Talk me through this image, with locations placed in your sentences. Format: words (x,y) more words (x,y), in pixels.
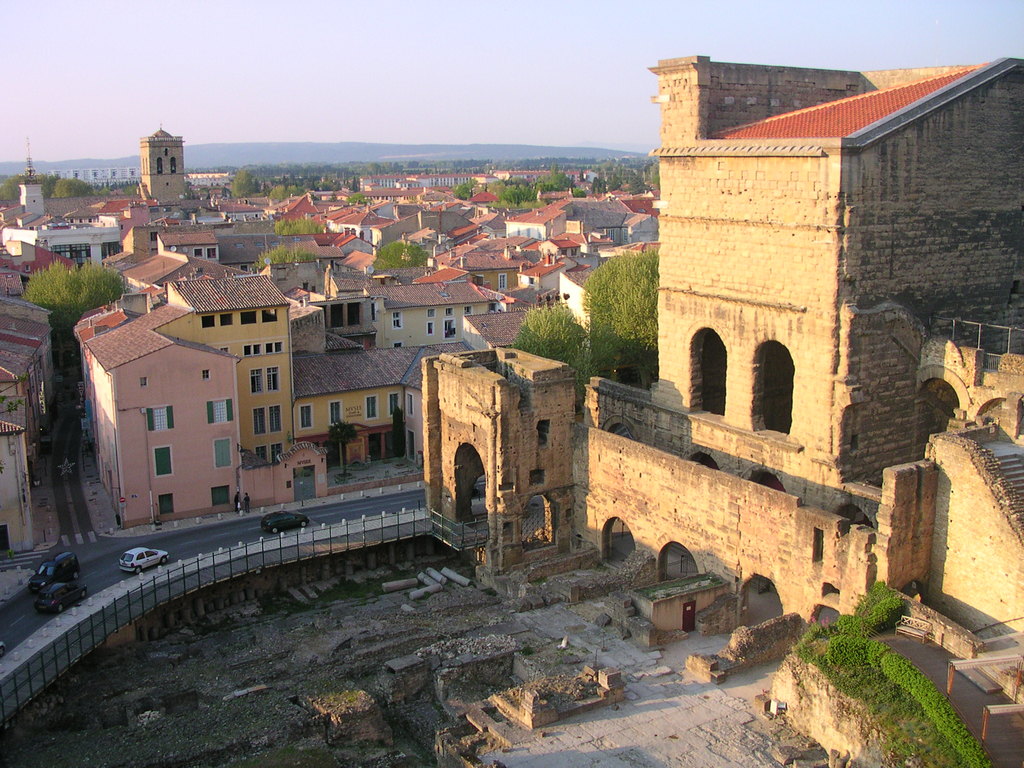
In the foreground of the picture (520,662) there are buildings (552,374), trees (606,338), plants (859,668), railing (93,613), roads (87,526), cars (267,529), people (246,504) and other objects (406,587). In the center of the picture (418,322) there are trees (541,160) and buildings (164,181). In the background (322,156) there are hills (388,156).
